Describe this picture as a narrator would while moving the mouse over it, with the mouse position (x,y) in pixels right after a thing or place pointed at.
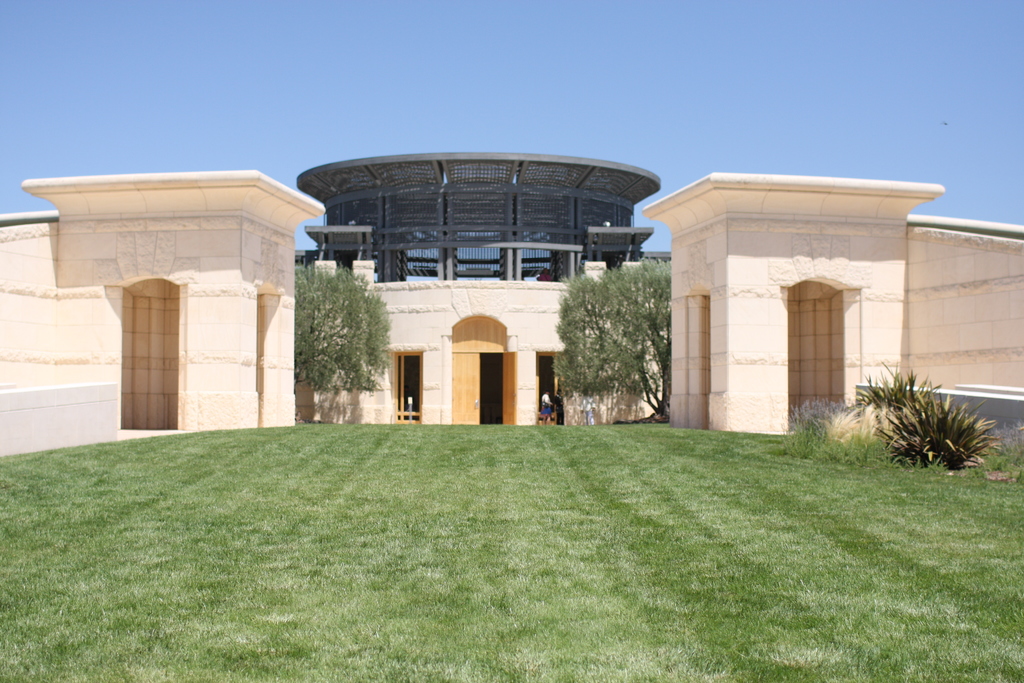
There is grass (666,575) on the ground (795,577). In the background (941,414), there are plants (903,392), trees (380,343), buildings (402,325), and architecture (554,224) and there is blue sky (510,61).
